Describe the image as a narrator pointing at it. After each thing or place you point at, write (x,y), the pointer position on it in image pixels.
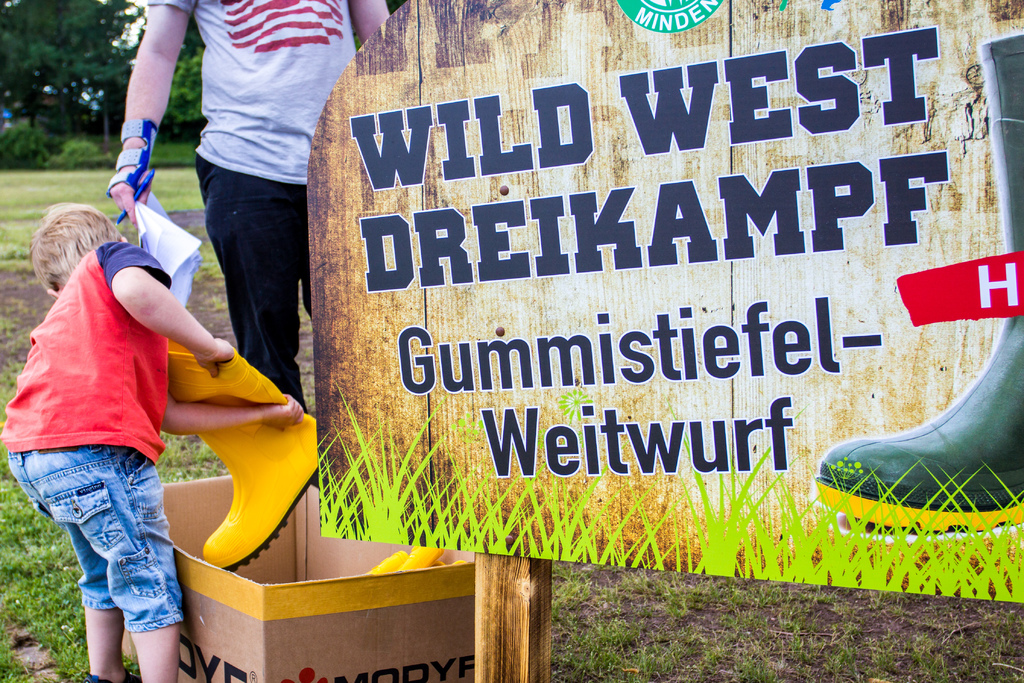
In the foreground of this picture (580,382), there is a board (539,330), text (508,216) written on it. In the background (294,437), there is a boy (83,366) holding a shoe (291,441), a cardboard box (293,608), a man (210,82) standing on the grass (62,186), trees (100,77), plants (167,134), and the grass (47,189).
